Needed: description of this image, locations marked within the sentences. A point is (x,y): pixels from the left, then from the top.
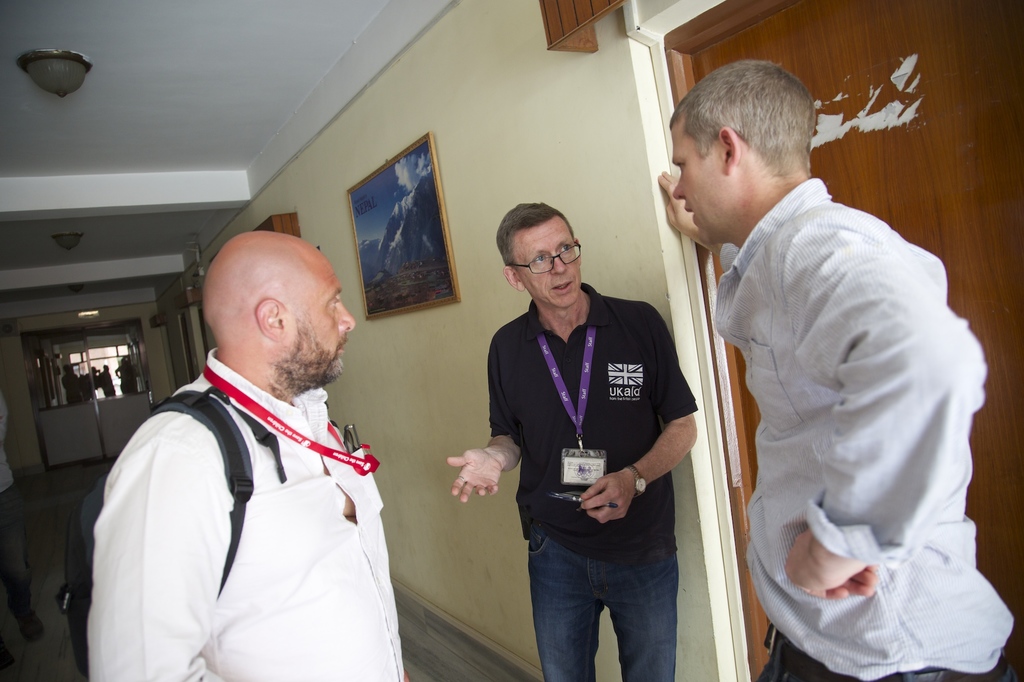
In this image we can see three people (658,454) are standing and talking. One is wearing white shirt (797,410) and the other one is wearing black t-shirt (617,417) with jeans (594,582) and third one is wearing cream color shirt (271,576) and holding black bag (78,529). Behind them yellow color wall (452,194) is there, on wall (471,68) one frame (391,241) is attached and one door (889,110) is present on the right side of the image (913,48). The roof (211,95) is in white color.
